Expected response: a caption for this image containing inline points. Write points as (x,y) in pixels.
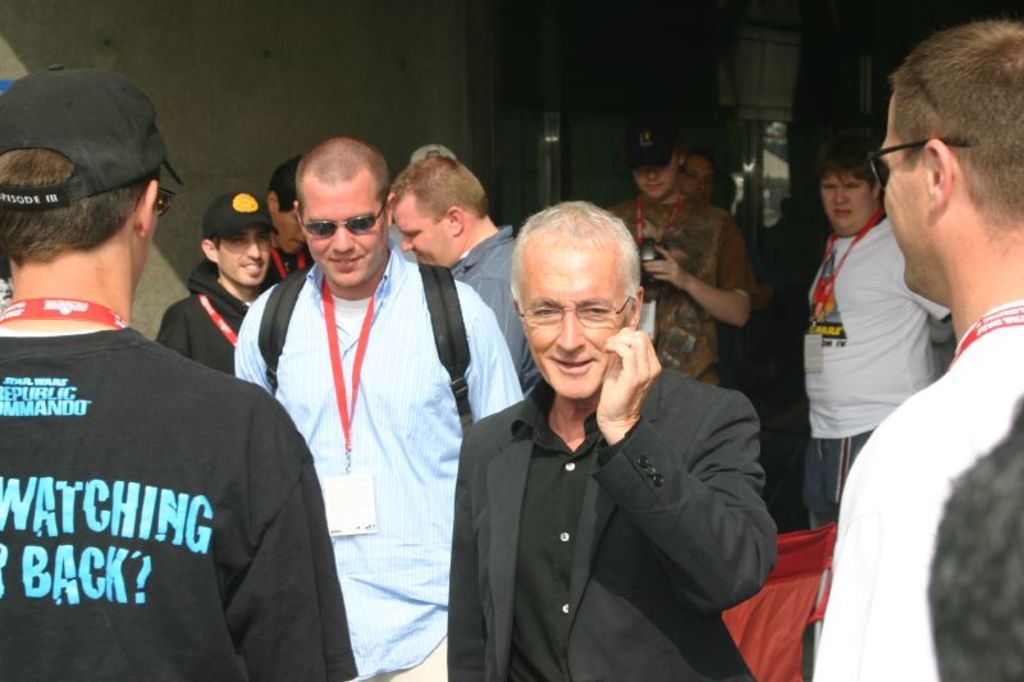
In this image we can see these people (48,387) are standing The background of the image (204,99) is dark where we can see the wall (211,87).
